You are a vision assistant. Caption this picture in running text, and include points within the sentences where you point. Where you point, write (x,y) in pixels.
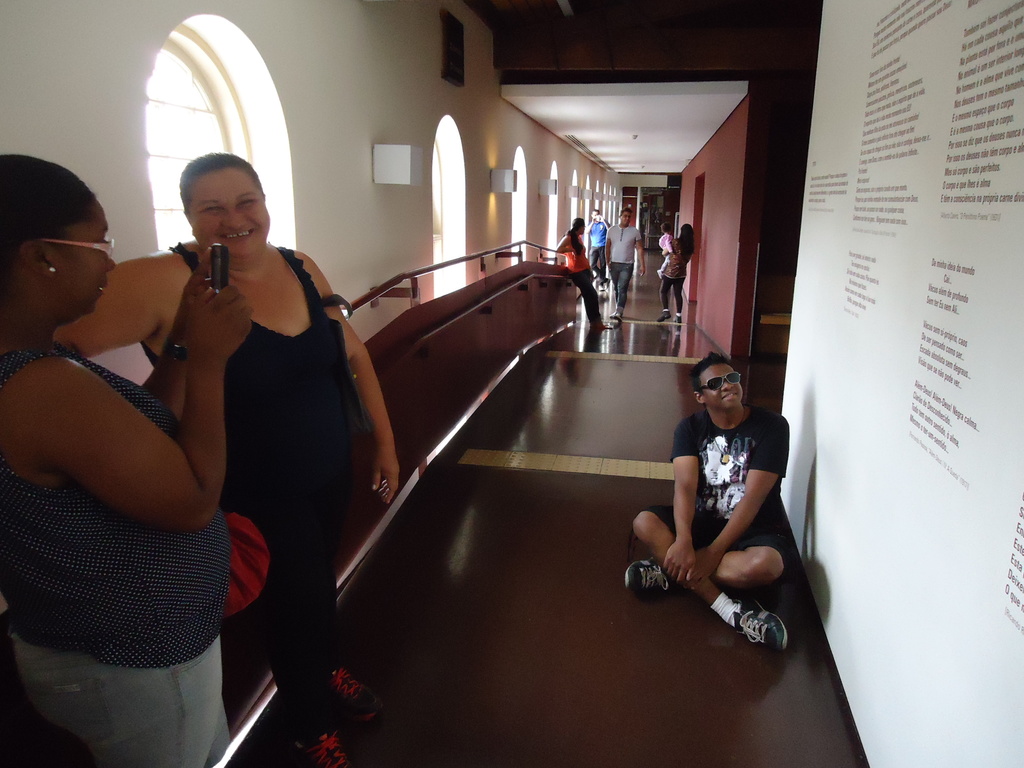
In this image we can see a white board (917,360). There are few people (327,349) standing. A lady (147,535) is holding an object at the left side of the image (227,523). There is a window (182,157) in the image.
